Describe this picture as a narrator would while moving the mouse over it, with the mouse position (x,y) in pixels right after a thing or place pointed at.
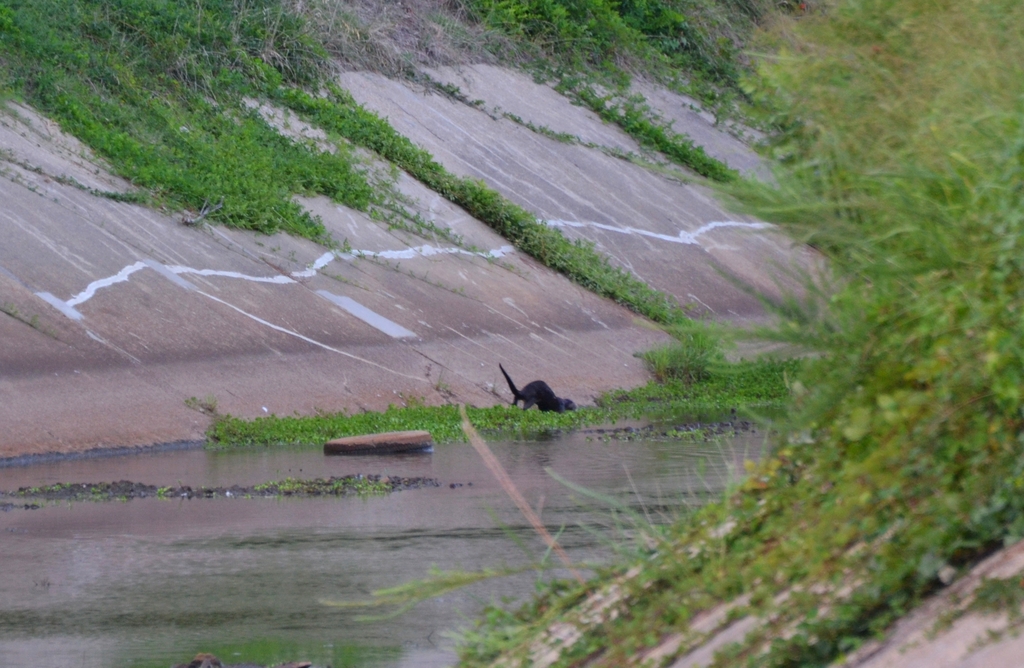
This image is taken outdoors. In the middle of the image (604,442) there is a lake (474,546) with water (431,549) and a few water plants (251,488). In the background (429,355) there is a wall (446,258) and there is a ground (532,39) with grass (319,39) on it. There are a few plants (230,179) and creepers (474,204). There is an animal (540,381). On the right side of the image (820,462) there is a ground (772,623) with grass (810,618) on it and there are many plants (859,280).
